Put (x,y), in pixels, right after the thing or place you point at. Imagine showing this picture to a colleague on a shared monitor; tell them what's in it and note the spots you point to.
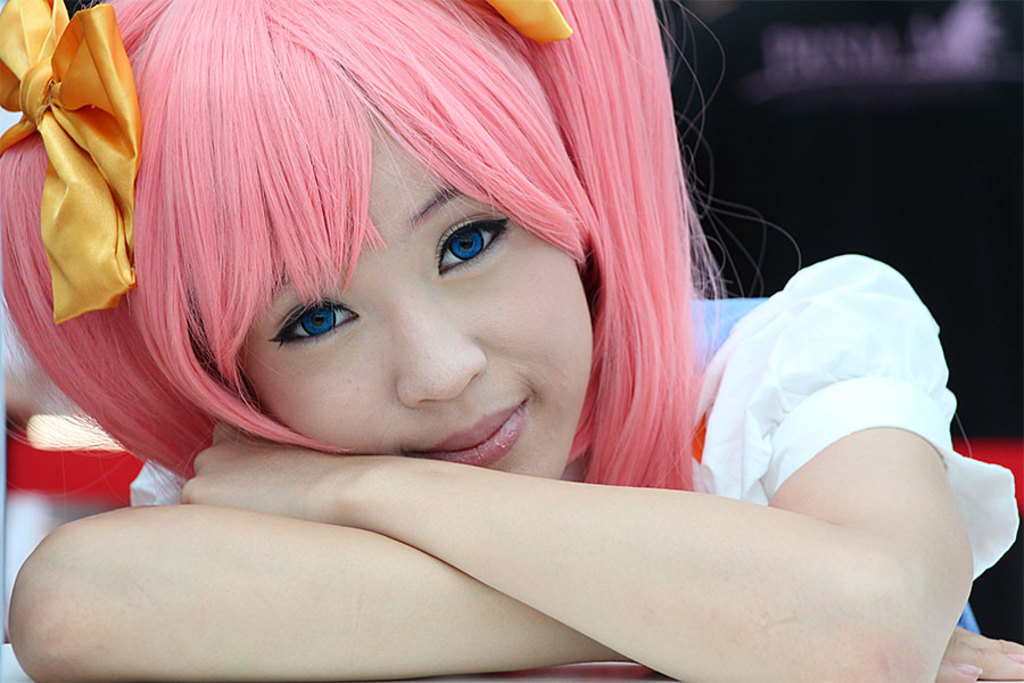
In this picture there is a girl (604,313) with white dress (886,394) and blue eyes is smiling and she has pink hair (156,359). At the back (739,62) the image is blurry.
